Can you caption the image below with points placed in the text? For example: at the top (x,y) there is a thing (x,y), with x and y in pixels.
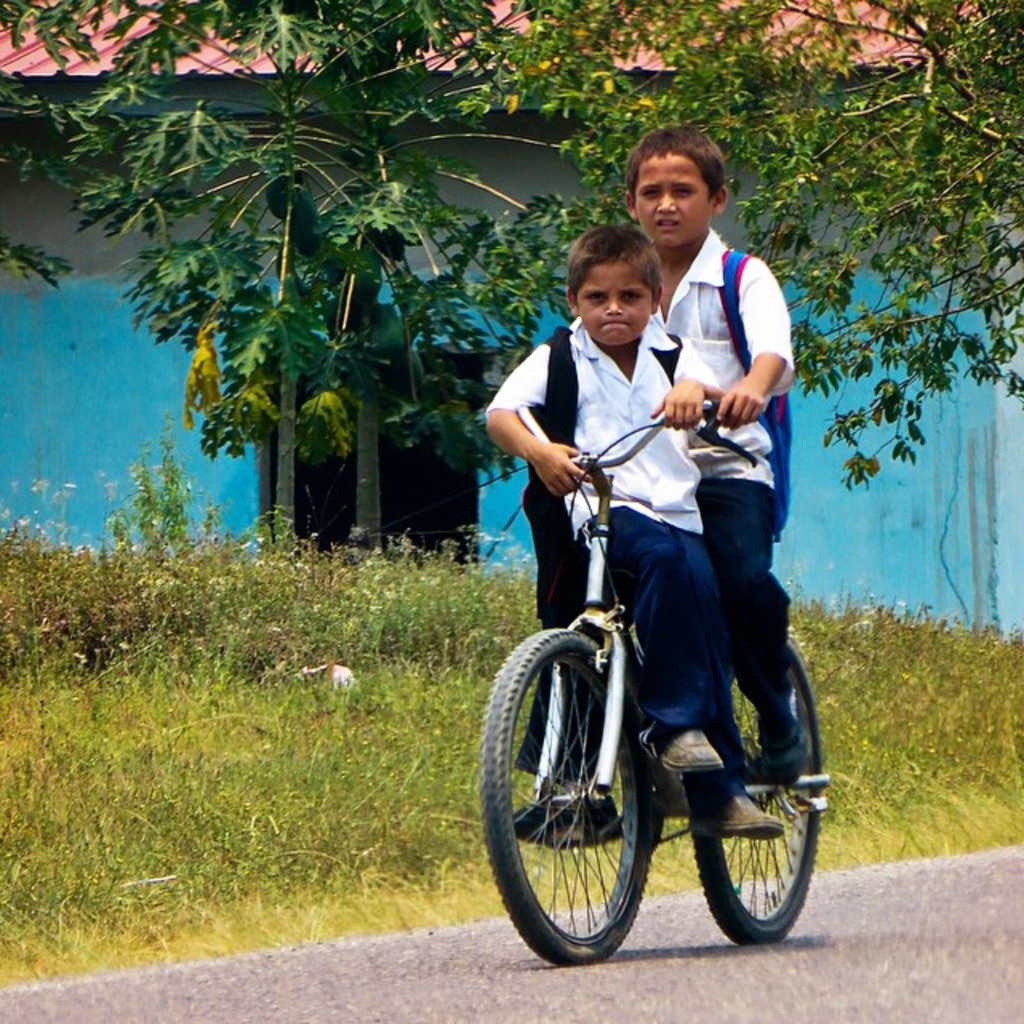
In this picture there are two boys (650,433) riding on a bi-cycle (697,854) and in the backdrop (864,850) there is grass (201,731), plants (244,606), papaya trees (295,534) and there is a building (105,120) with the roof (100,48).
